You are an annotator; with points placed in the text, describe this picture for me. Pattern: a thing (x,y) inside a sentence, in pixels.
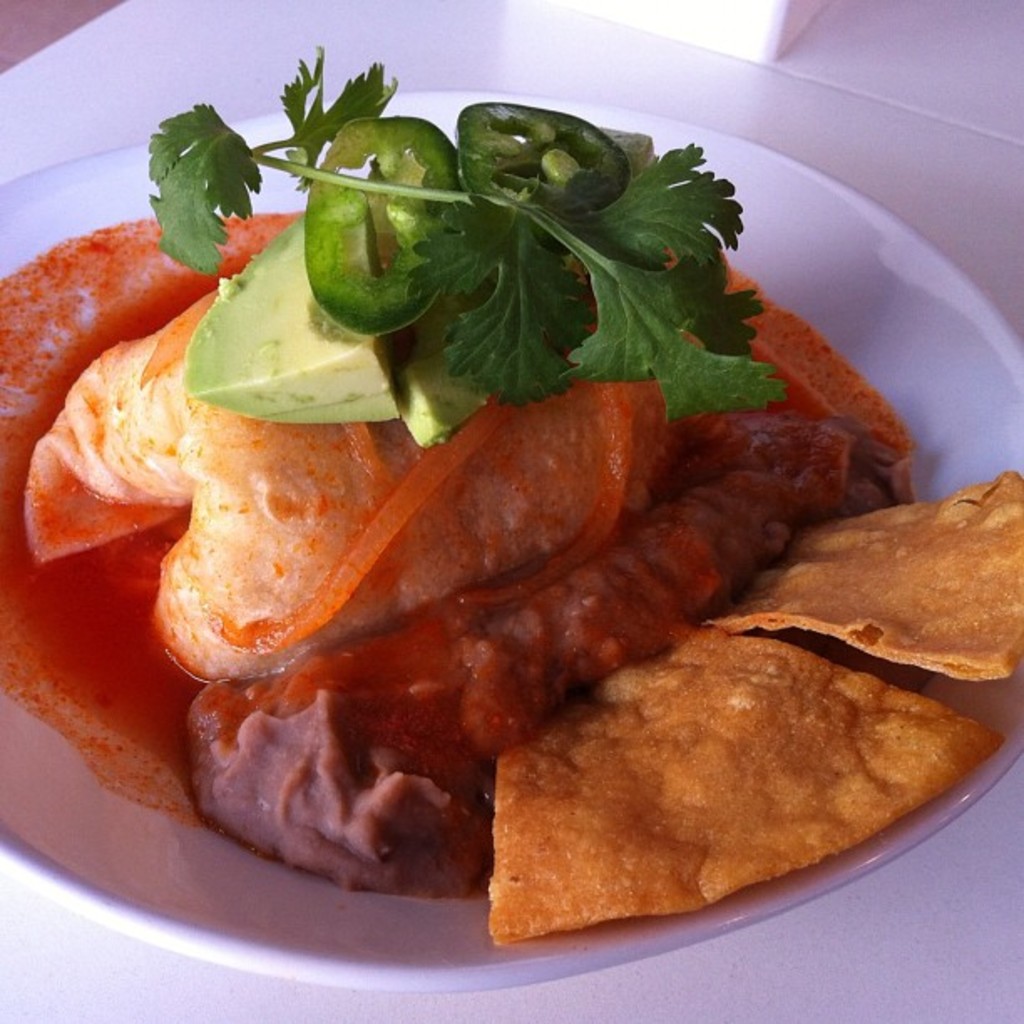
In this image I can see the plate (307,947) with food (187,583). I can see the plate (152,840) is in white color and the food (442,804) is in green, red and brown color. The plate (349,940) is on the white color surface (211,28).
